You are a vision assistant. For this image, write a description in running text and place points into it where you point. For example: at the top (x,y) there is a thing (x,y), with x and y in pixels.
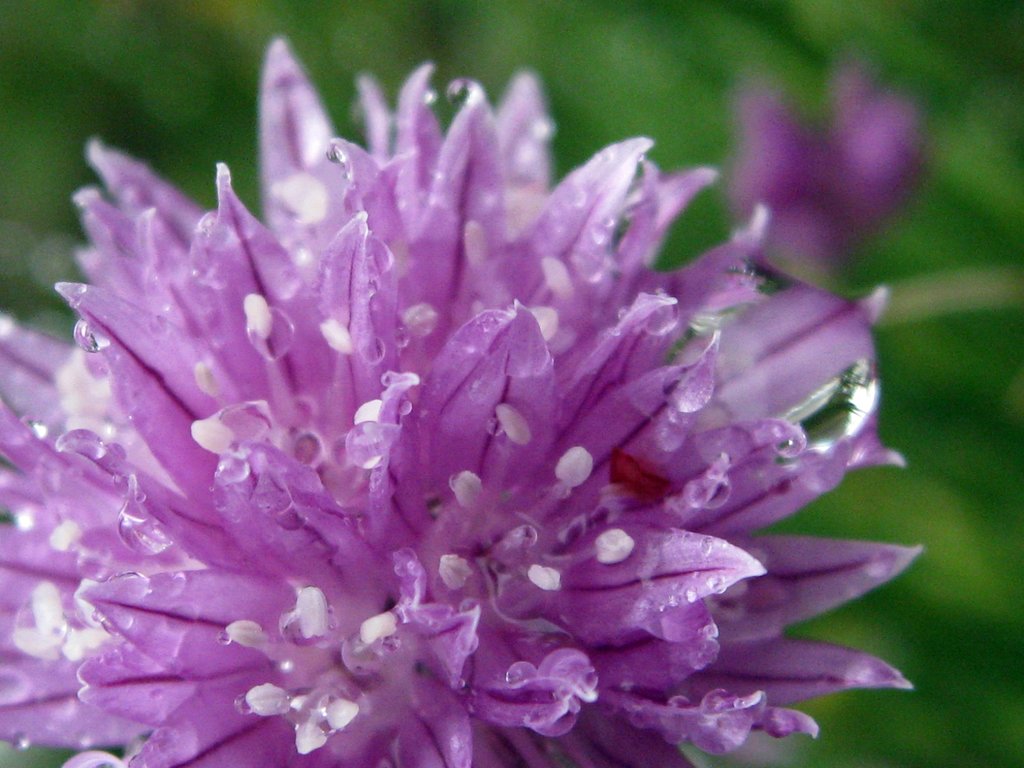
In this picture we can see a flower (509,329). In the background of the image (507,24) it is purple and green.
